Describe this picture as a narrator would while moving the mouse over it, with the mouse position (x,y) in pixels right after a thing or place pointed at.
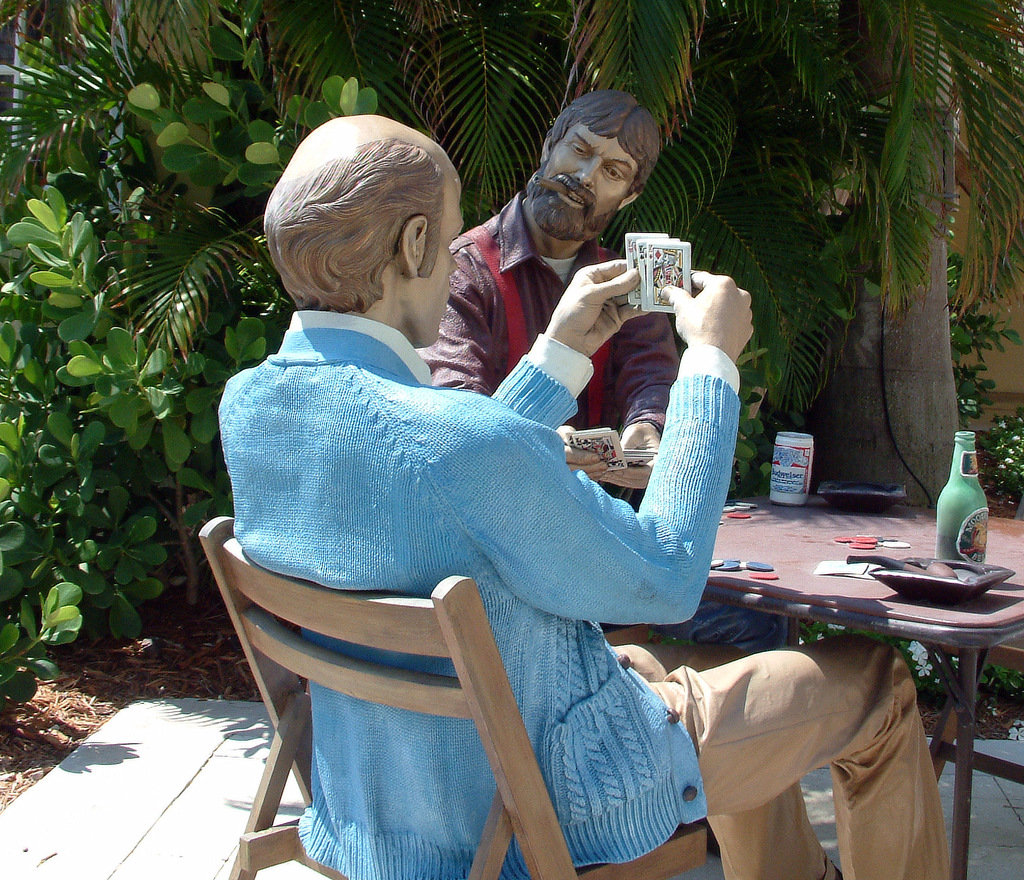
In this image In the middle (675,530) there is a table (876,591) on that there is bottle (956,527), tin (806,483) and coins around that there are two statues (563,473) holding cards (662,245) and they are sitting on the chair (548,834). In the background (685,132) there are plants (109,346) and trees (931,189).
